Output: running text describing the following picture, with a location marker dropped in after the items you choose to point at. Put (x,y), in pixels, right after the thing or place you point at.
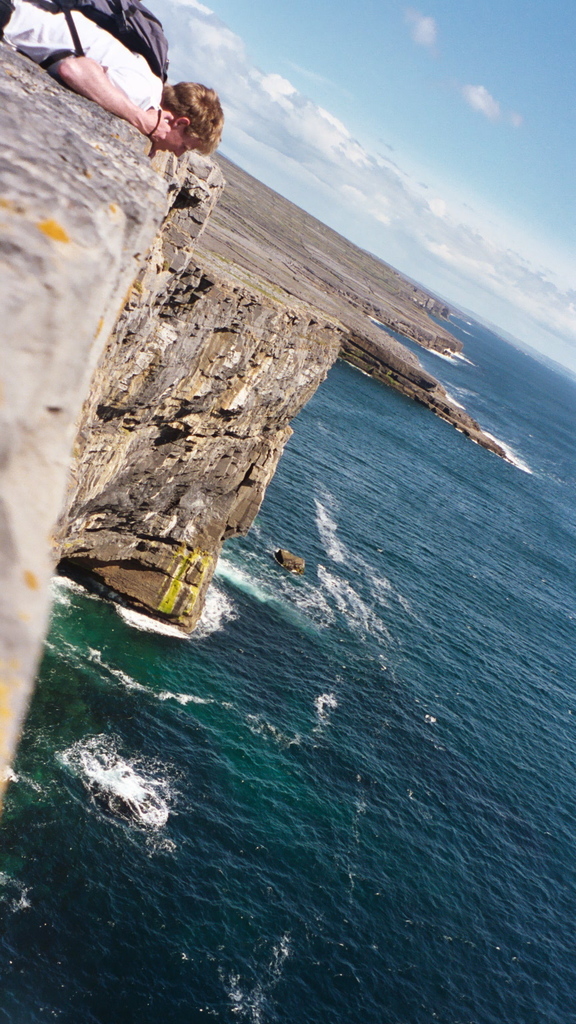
In this image we can see a person (153,103) wearing a bag (121,31) and lying, there are some rocks (104,126) and water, in the background (392,104) we can see the sky (392,143) with clouds (394,191).
